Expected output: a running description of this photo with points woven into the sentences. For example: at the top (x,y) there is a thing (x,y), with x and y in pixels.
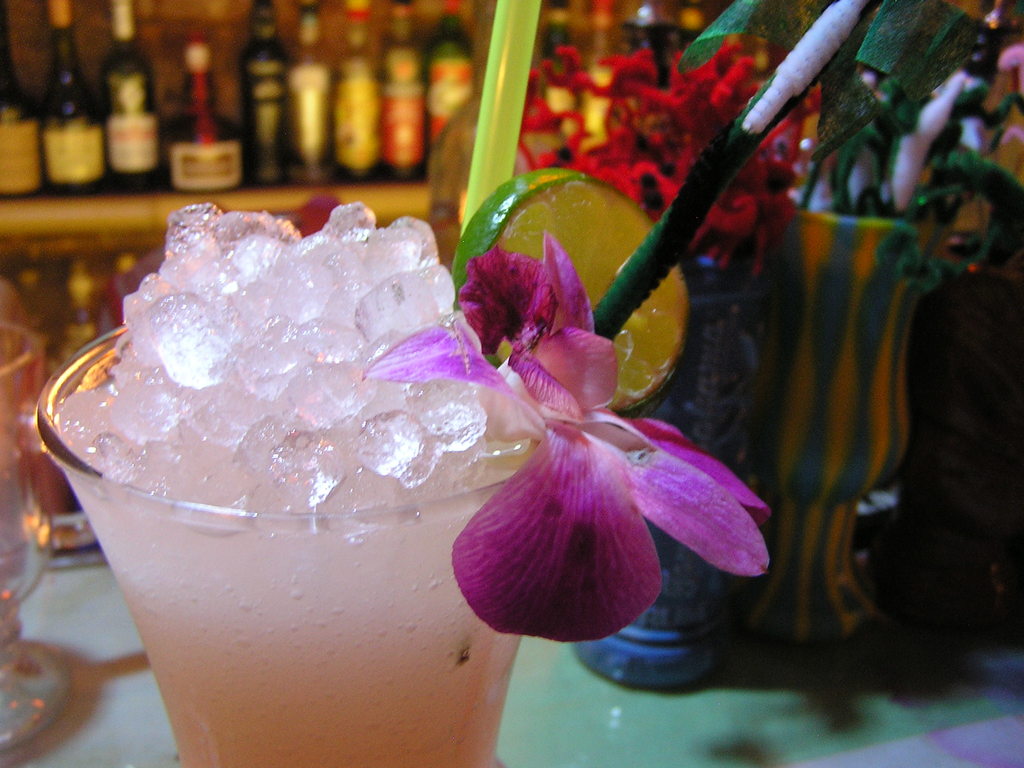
In the picture we can see a glass (309,682) with ice pieces (317,397) and flower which is pink in color and a straw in it and beside it, we can see a lemon slice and beside the glass (319,671) we can see some flower vase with some flowers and plants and in the background (66,289) we can see a rack (84,239) with wine bottles (476,96) in it.
